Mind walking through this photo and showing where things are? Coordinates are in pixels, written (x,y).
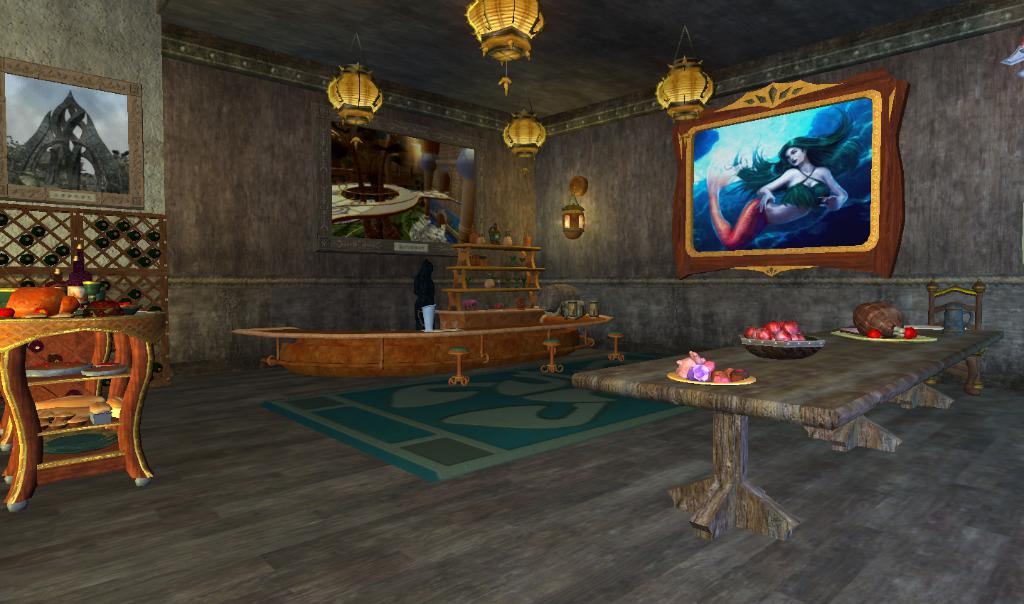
In this image, there is a floor (216,546) which is in gray color, in the right side (845,385) there is a gray color table (793,411) on that table (716,405) there are some plates (756,350) which contains food items (901,326), in the left side (49,459) there is a table (24,402) which is in yellow color on that table (70,339) there are some food items (74,306), in the background (1003,255) there is a wall (972,212) in the right side (846,212) there is a picture (846,212) in blue color of woman (772,194), in the top (516,105) there is a gray color roof (378,54) and there are some lights (515,120) hanging on the top (508,42).
